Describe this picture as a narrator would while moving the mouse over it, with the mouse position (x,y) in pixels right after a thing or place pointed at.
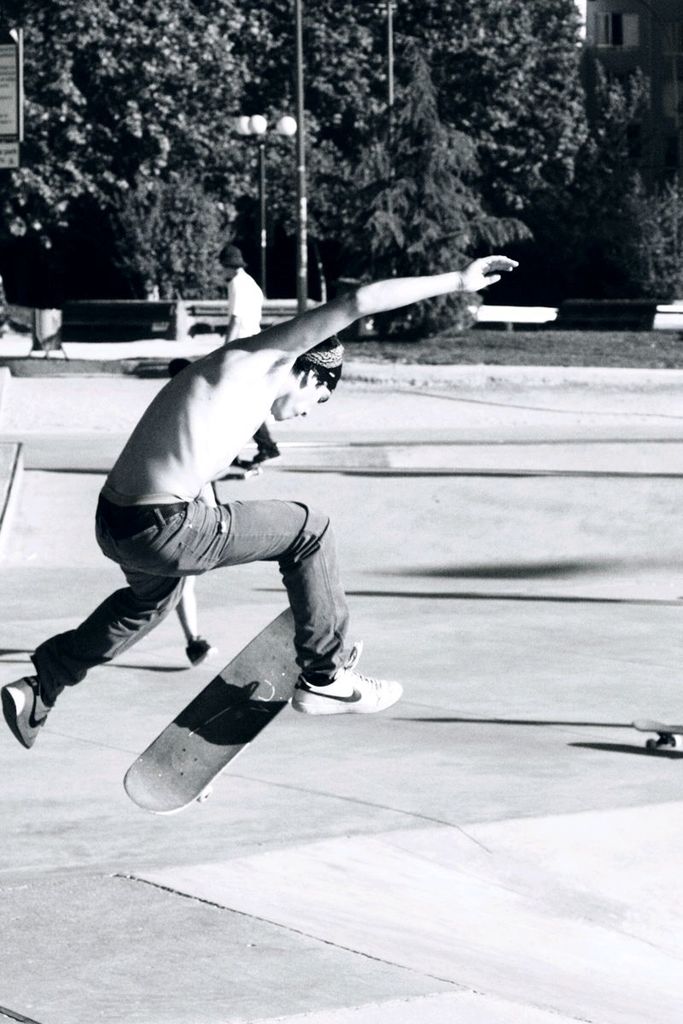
In this image, we can see a boy (167,519) and there is a skateboard (209,752), in the background (267,106) there are some trees (335,42), we can see some white color lights (249,125).
